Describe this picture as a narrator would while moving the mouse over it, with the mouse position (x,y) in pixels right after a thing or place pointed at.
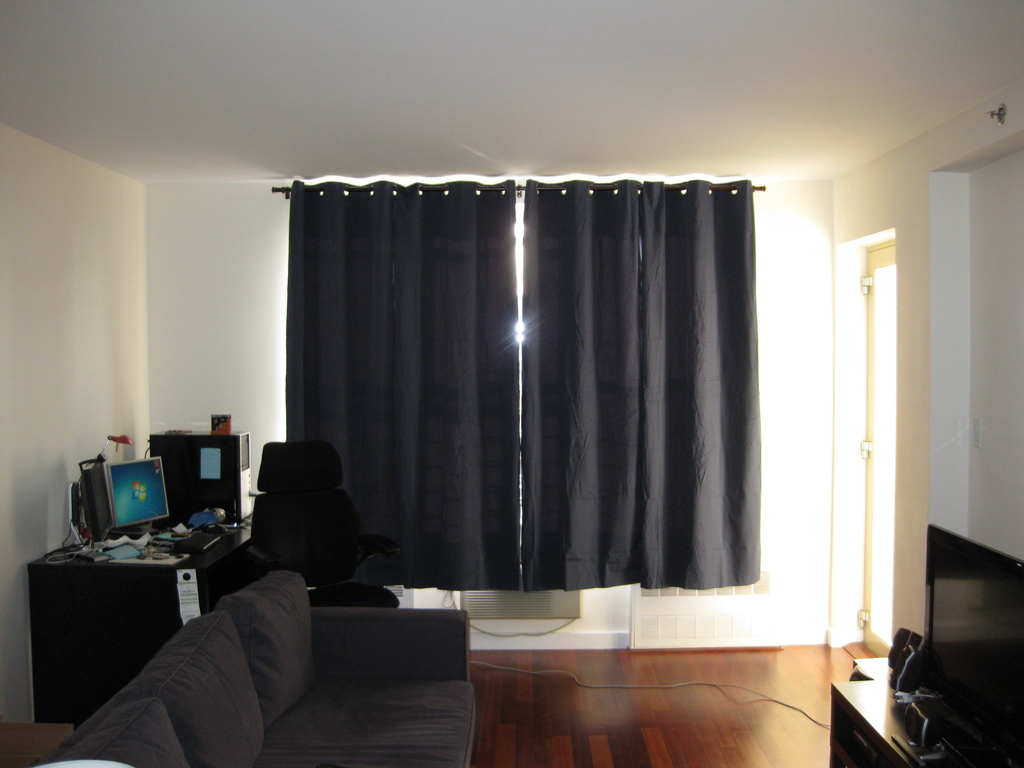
In this picture there are black window cloth (685,378) which is hanging near to the window (523,374). On the left (166,442) i can see computer screen (131,481), CPU (169,499), keyboard (199,539), mouse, papers (116,554), books (131,556), file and other objects (142,556) on the table (133,579). Beside that there is a chair (327,556). At the bottom (326,680) there is a grey couch (343,722). In the bottom right corner (982,672) there is a television screen (980,655) which is kept on this table (889,754), beside that there is a wall (1008,531). On the right (883,245) there is a door (873,257).
